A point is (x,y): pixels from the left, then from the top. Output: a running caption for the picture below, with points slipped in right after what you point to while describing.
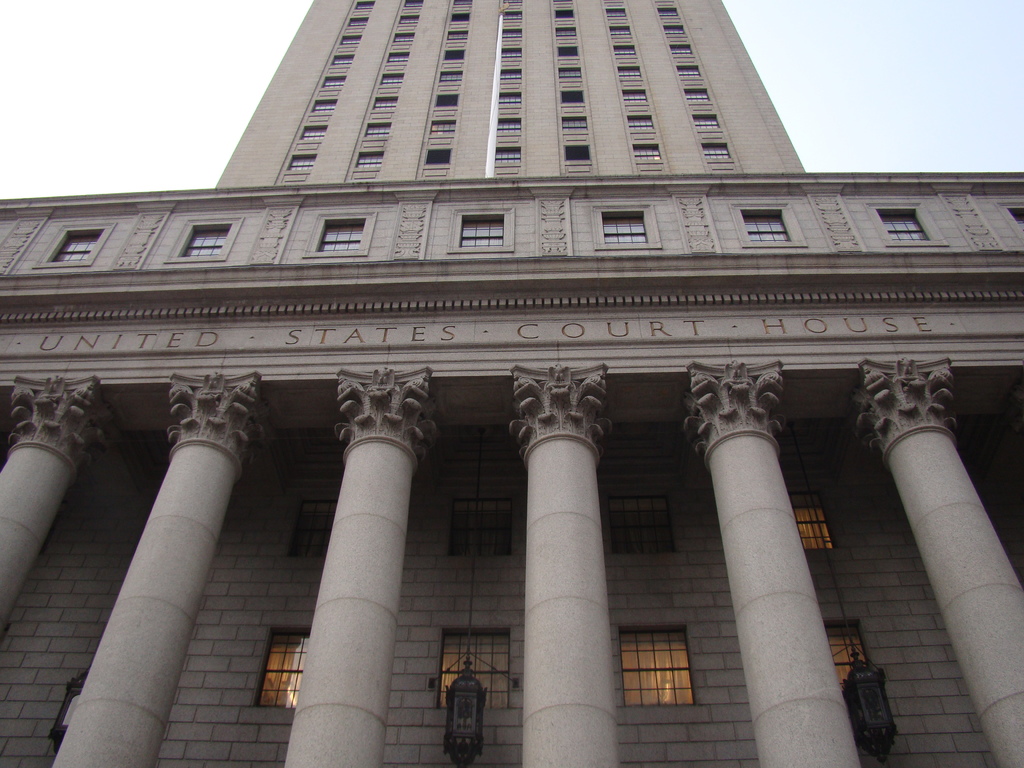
Here we can see a building (516,420), pillars (532,755), and windows (437,156). In the background (152,70) there is sky (872,93).
